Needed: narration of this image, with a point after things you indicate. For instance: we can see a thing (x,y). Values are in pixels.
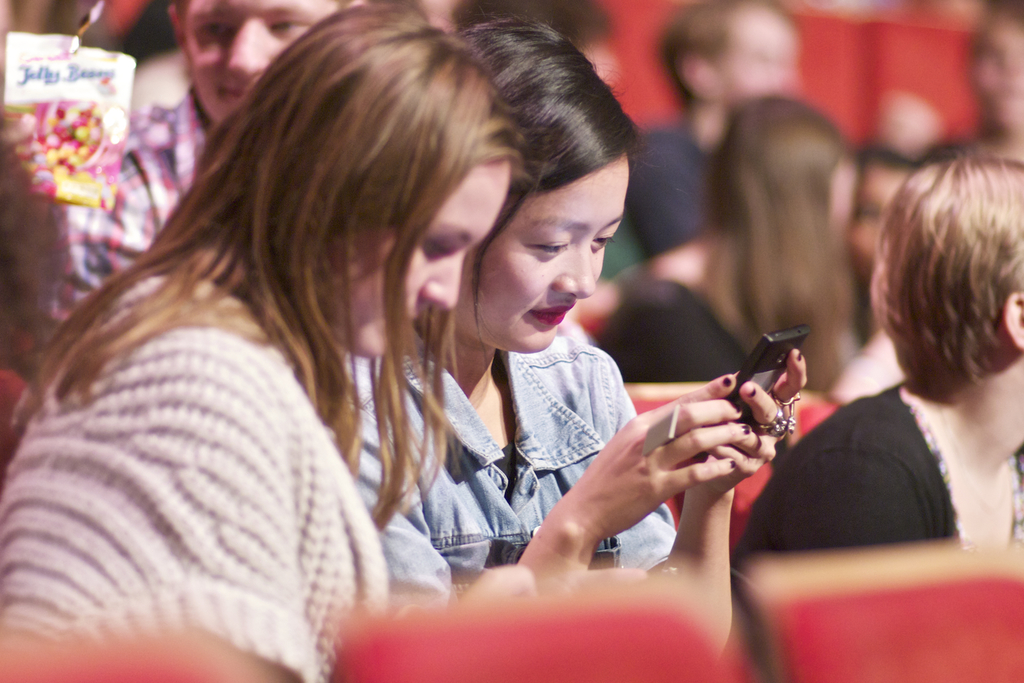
In this picture we can see group of people (489,227), they are sitting on the chairs (680,391), in the middle of the image (564,291) we can see a woman (563,301), she is holding a mobile (758,355) and we can see blurry background (777,143).
